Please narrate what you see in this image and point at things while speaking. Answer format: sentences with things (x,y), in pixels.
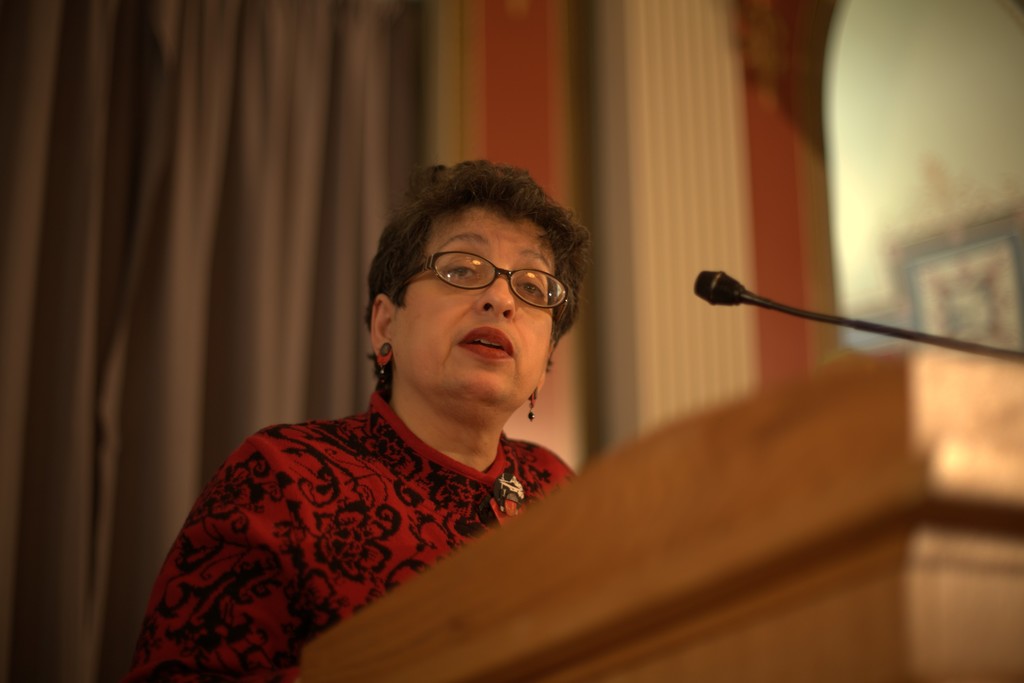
In this image we can see a woman (340,507). She is wearing a red and black color dress (351,514). In front of her, we can see a podium (749,512) and a mic (819,315). In the background (184,233), we can see a curtain (86,250), wall (634,128) and a frame (916,278).
